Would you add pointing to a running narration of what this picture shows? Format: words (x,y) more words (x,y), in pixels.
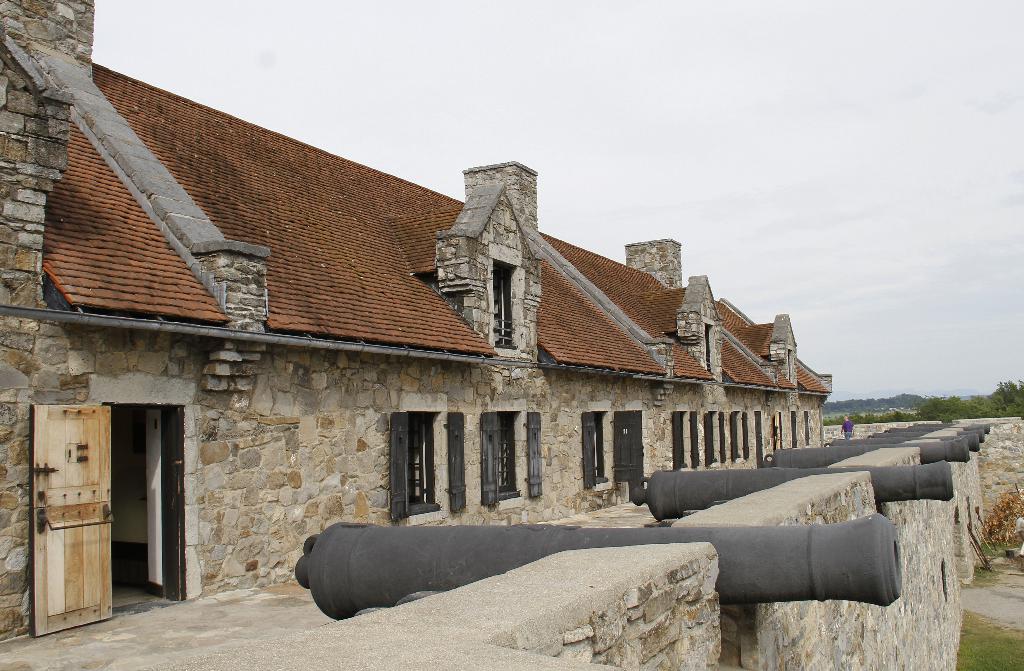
This picture shows buildings (591,407) and we see trees (903,402) and a cloudy sky (728,85) and grass (965,633) on the ground (965,633) and a wooden door (61,411).
